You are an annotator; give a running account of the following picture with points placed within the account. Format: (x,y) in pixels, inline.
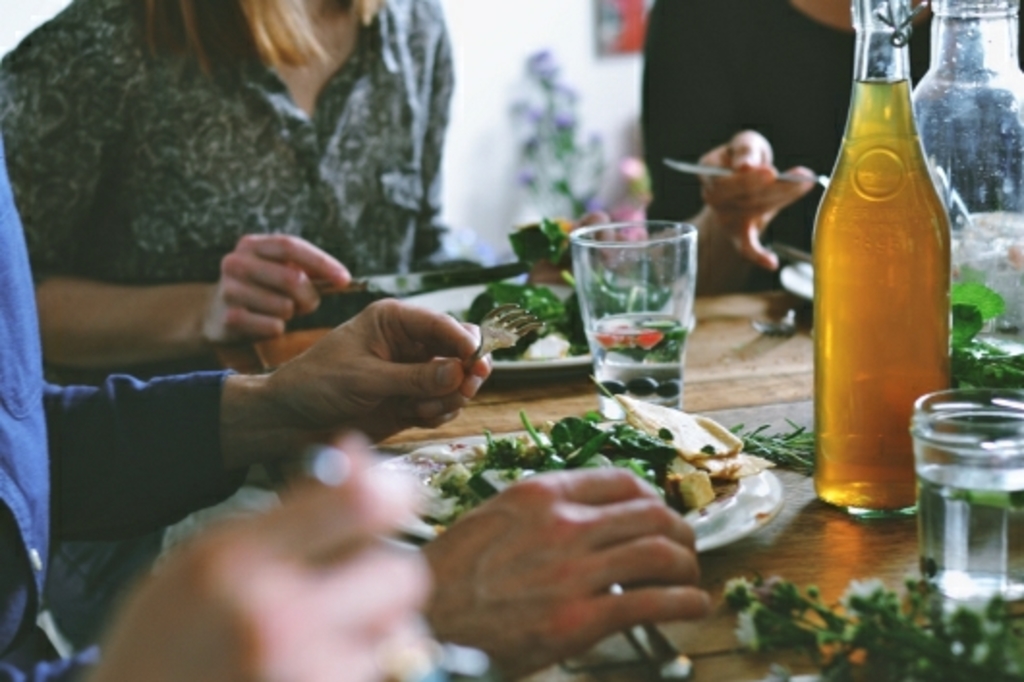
In this picture, we see at least four people (201,258) sitting on chair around the table (781,388). On the table (731,349), we see glass (629,332) containing water (670,376), cool drink bottle (872,398), plate (735,490) containing food (653,463), fork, knife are placed and behind them, we see a white wall (564,56).
